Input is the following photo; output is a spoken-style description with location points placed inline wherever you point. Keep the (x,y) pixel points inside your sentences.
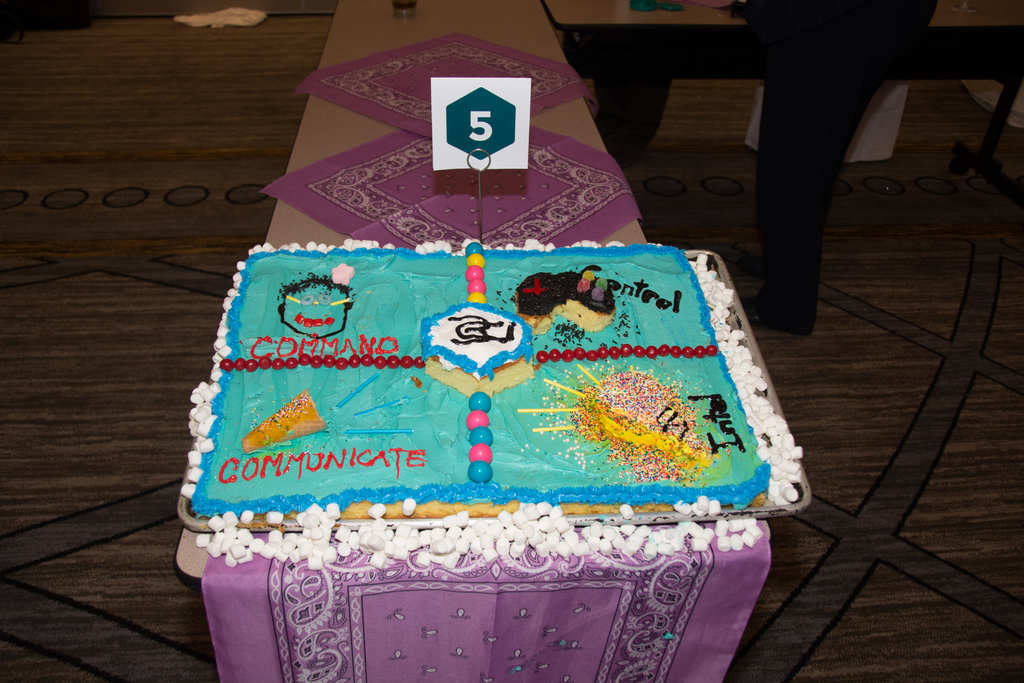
In this picture there is a table (579,120). A cloth (570,95) is spread on the table (587,131). The thing (316,443) on the tables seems to be a cake (409,306). There is bread (591,317) and sprinkles (602,416) on it. On the border (620,254) of the cake (597,249) there are marshmallows (697,530). There is text (342,339) written on the cake (484,339) with cream (320,457). There is board (483,160) kept at the cake (494,385).
